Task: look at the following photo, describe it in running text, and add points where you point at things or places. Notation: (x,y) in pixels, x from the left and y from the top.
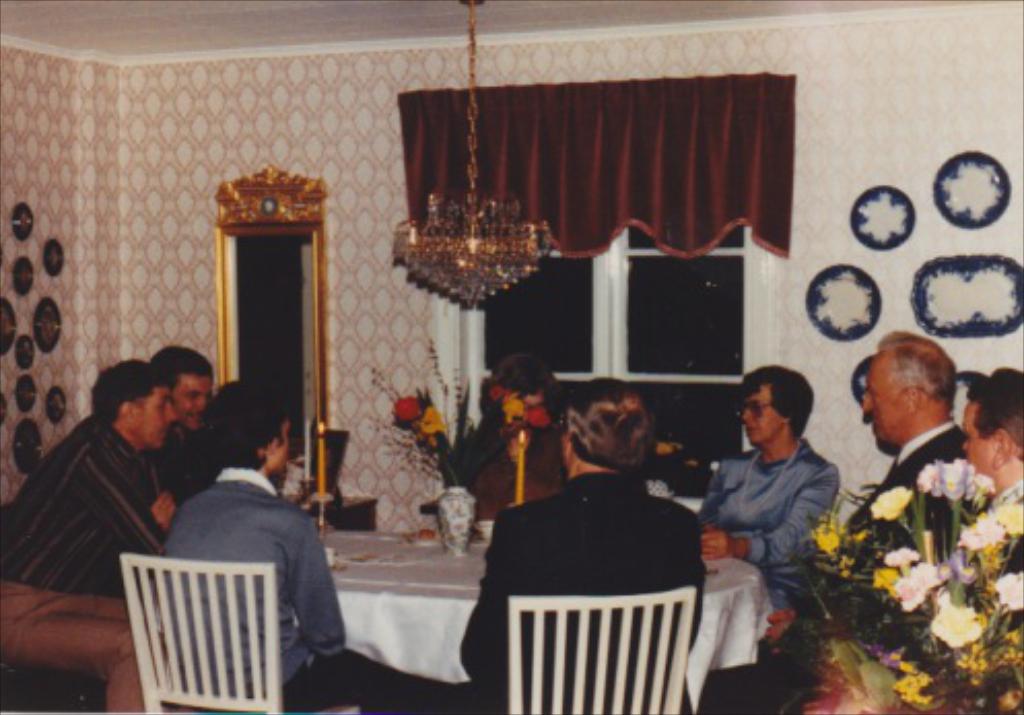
in the picture we can see a dining hall (505,386), there are many people (763,534) sitting around the dining table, on the dining table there are different items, there are flower vase (913,672) in the room (564,348).
